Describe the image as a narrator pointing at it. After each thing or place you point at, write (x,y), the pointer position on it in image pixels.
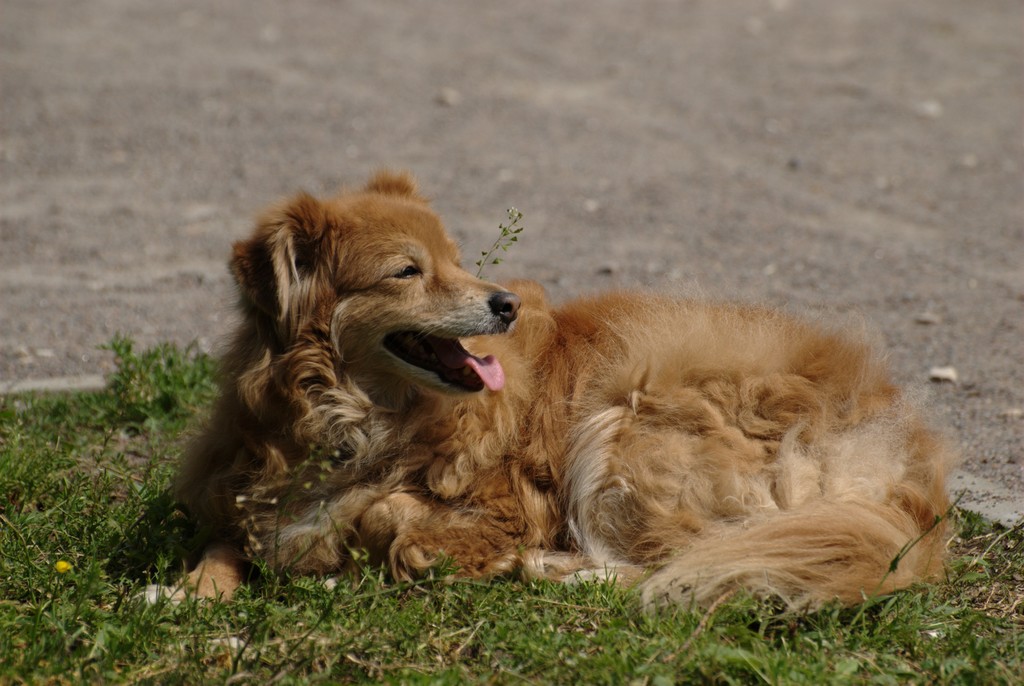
In this image a dog (508,441) is sitting on grassland (299,635). Top of the image (775,134) there is land (729,162).
